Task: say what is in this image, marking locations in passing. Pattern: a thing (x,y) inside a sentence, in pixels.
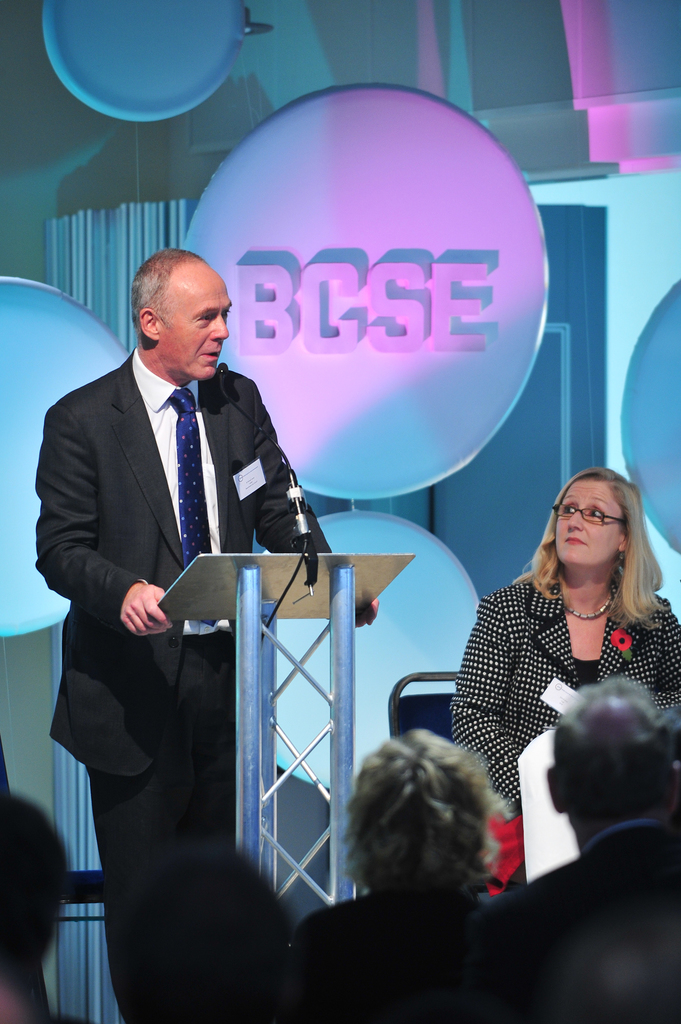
In this picture I can see group of people (600,841), a person (470,725) sitting on the chair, a man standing near the podium (301,579), there is a mike (290,466), and in the background (280,392) there are boards (326,398).
